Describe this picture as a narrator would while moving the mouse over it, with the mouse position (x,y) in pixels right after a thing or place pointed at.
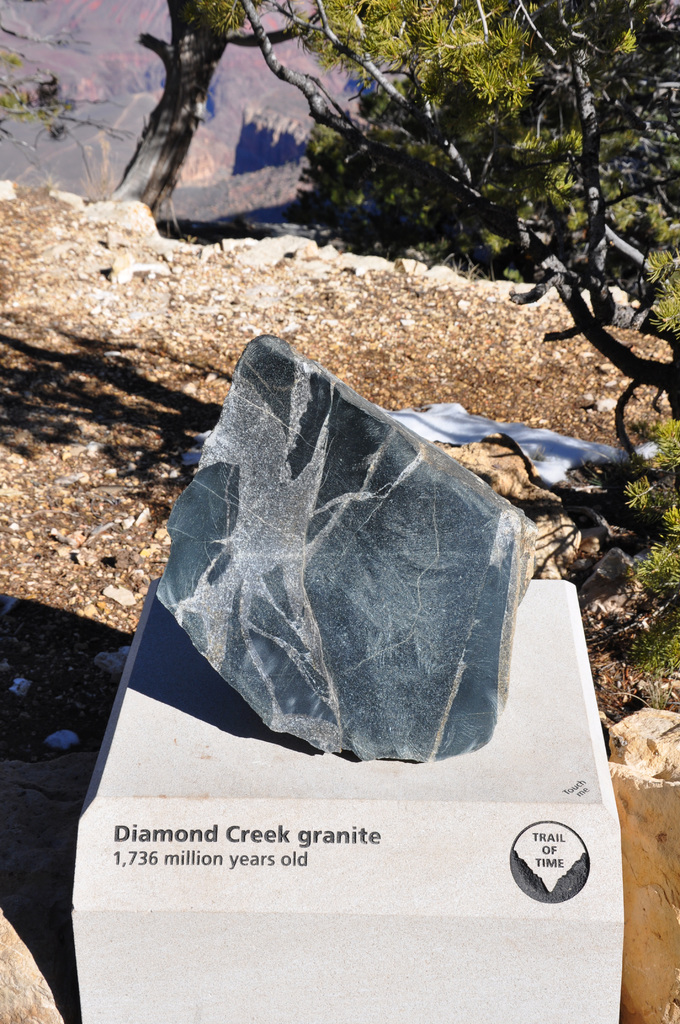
In this picture there is a rock (266,601) on the wall (552,909) and there is text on the wall (363,909). At the back (346,192) there is a mountain (241,186) and there are trees (647,321). At the bottom (661,787) there is ground (125,497) and there are stones (238,272).
